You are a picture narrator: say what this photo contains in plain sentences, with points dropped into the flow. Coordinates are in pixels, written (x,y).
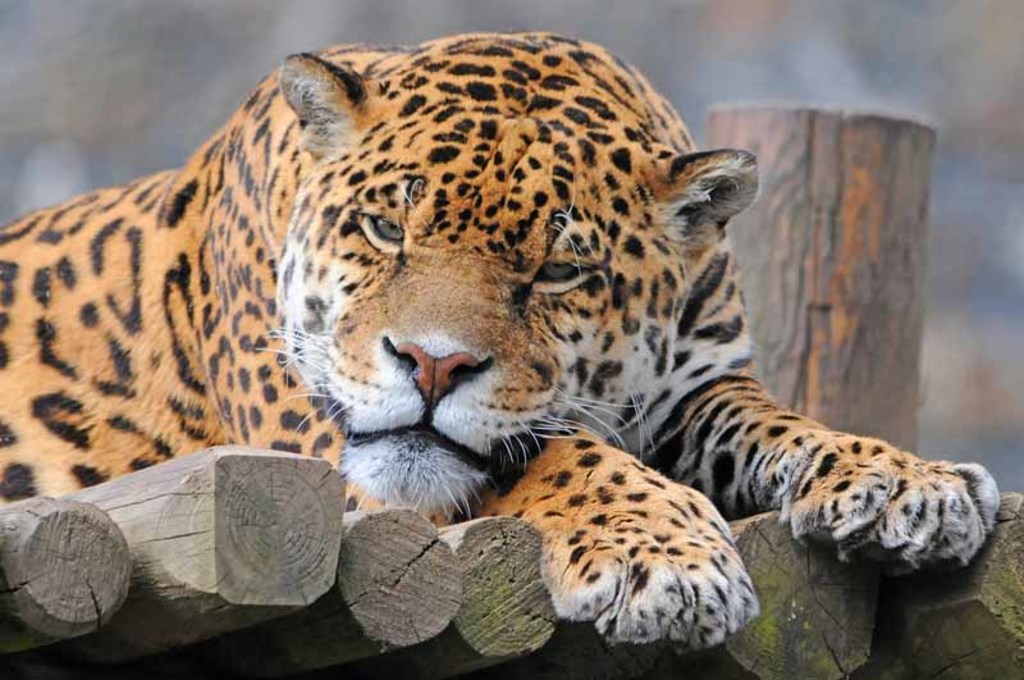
In this image we can see a jaguar (439,457) on the wooden poles (383,637), and the background (119,108) is blurred.
